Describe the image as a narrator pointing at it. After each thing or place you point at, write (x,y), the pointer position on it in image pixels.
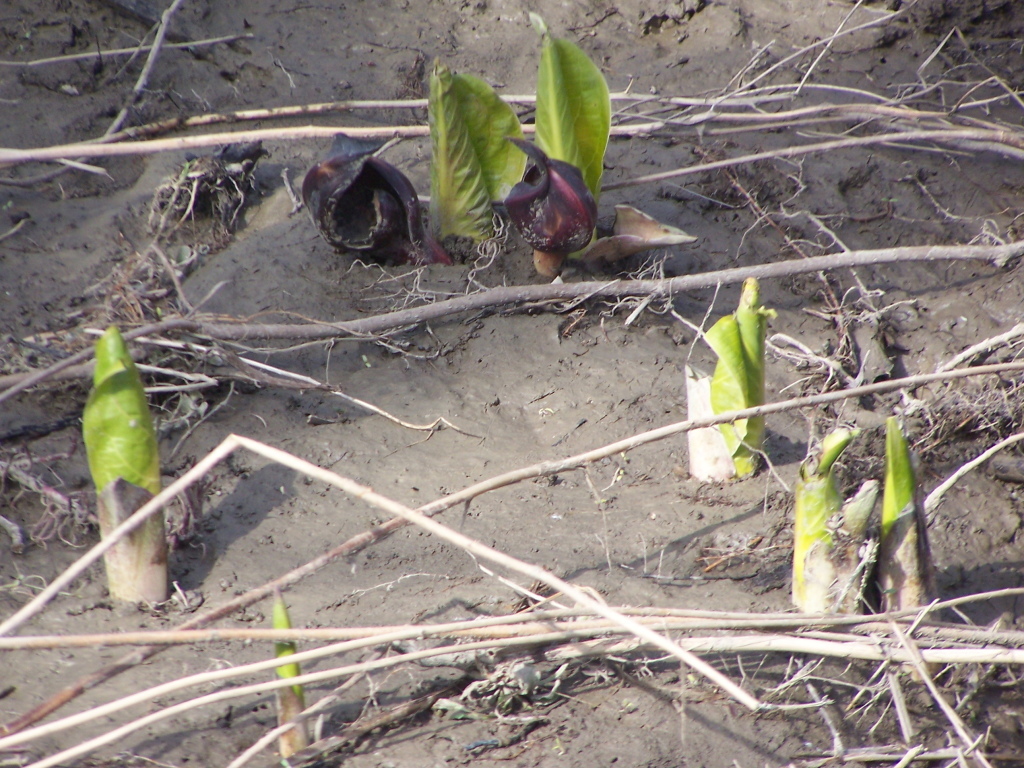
In this image, we can see some green leaves (747,373) which are on the land (938,168), we can also see some wood stem (948,132) on the land (298,232).
